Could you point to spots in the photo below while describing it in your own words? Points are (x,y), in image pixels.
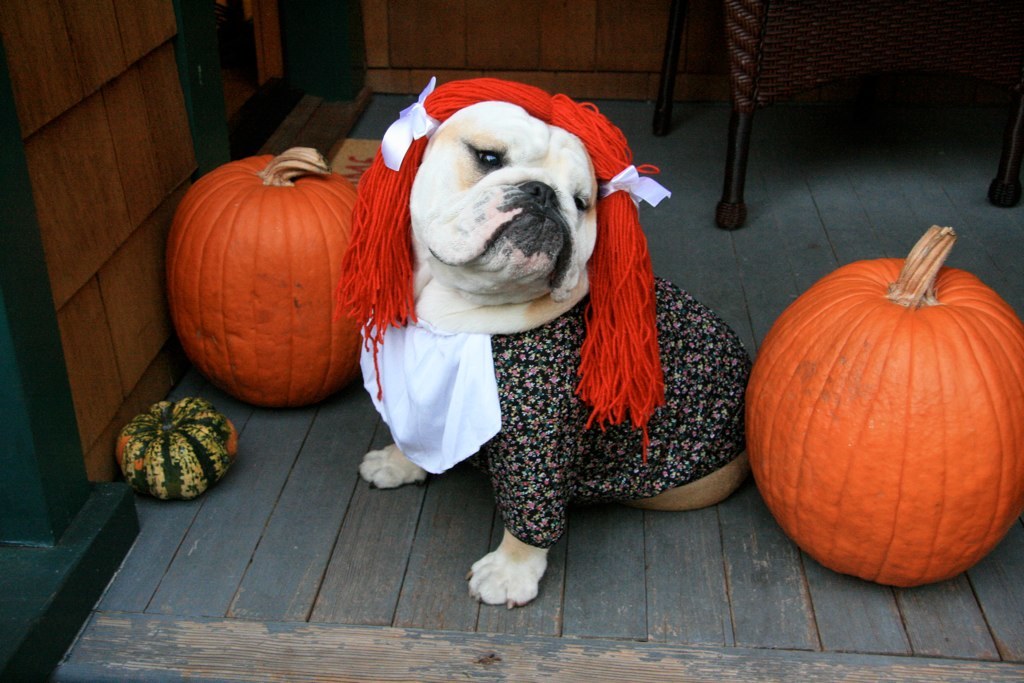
In this image, we can see a dog (556,444) is sitting on the floor (655,606) and wearing clothes (523,397). Beside the dog (456,370), we can see pumpkins (900,390) are placed. Top of the image (439,74), we can see wooden walls (426,74), chair (1021,76).
